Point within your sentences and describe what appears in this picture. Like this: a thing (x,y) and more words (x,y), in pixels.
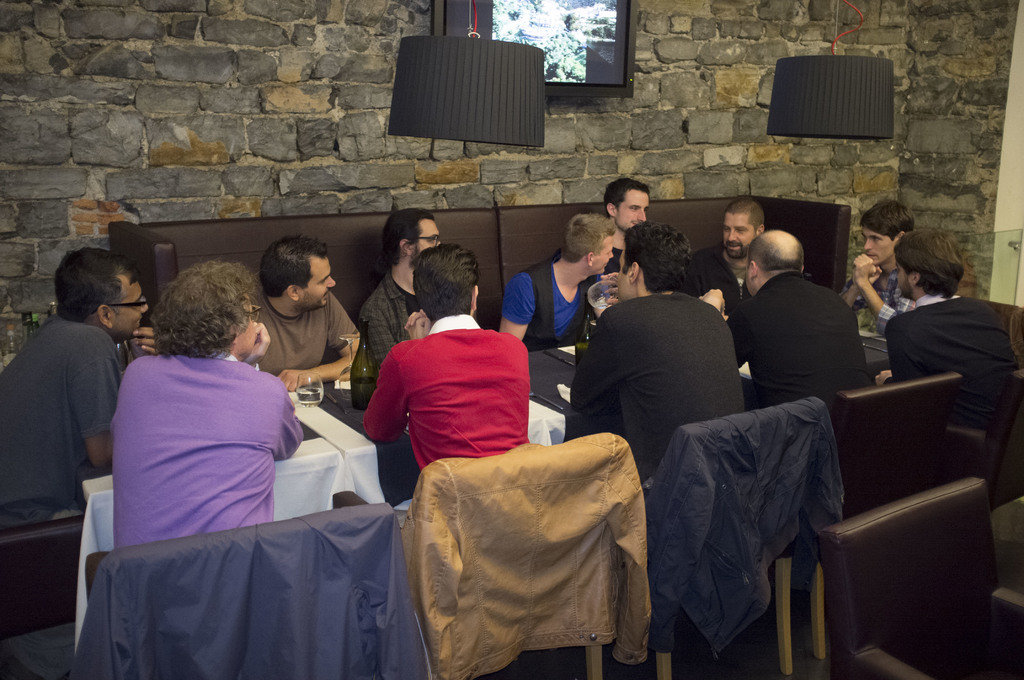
As we can see in the image there are group of people (140,515) sitting on chairs (917,502). In front of them there is a table (546,365). On table (554,381) there is a bottle (362,400) and on the top (591,70) there is a screen (581,50).
